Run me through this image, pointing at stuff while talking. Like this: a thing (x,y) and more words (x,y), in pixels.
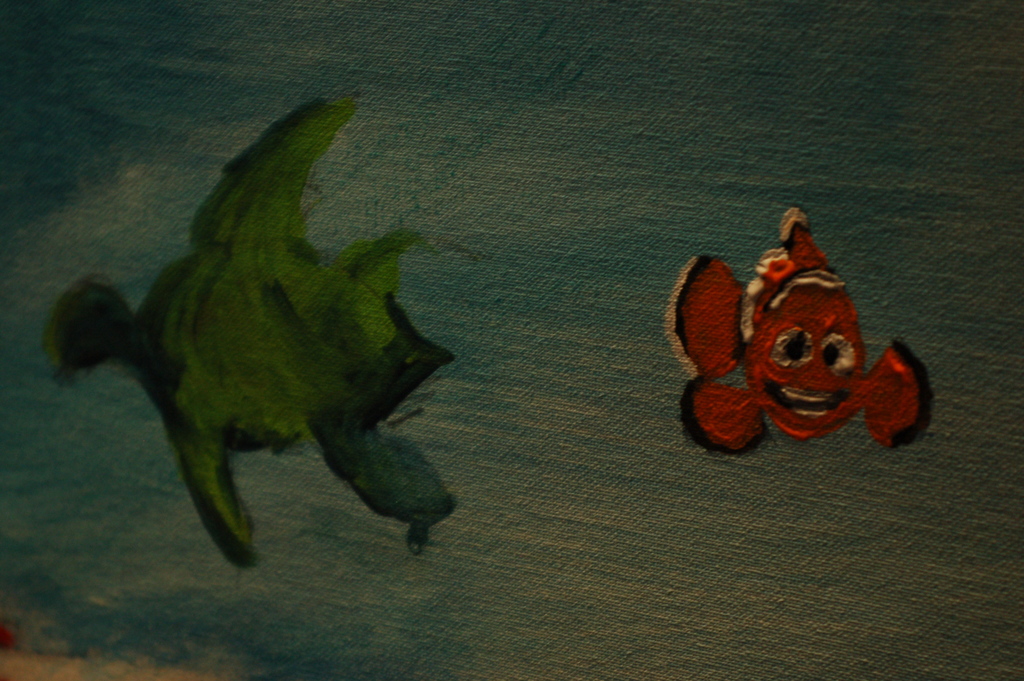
In this image I can see a painting (199,402) of a turtle (388,318) and a fish (808,245), they are in orange, black and green color and background (10,189) is in blue and white color.
